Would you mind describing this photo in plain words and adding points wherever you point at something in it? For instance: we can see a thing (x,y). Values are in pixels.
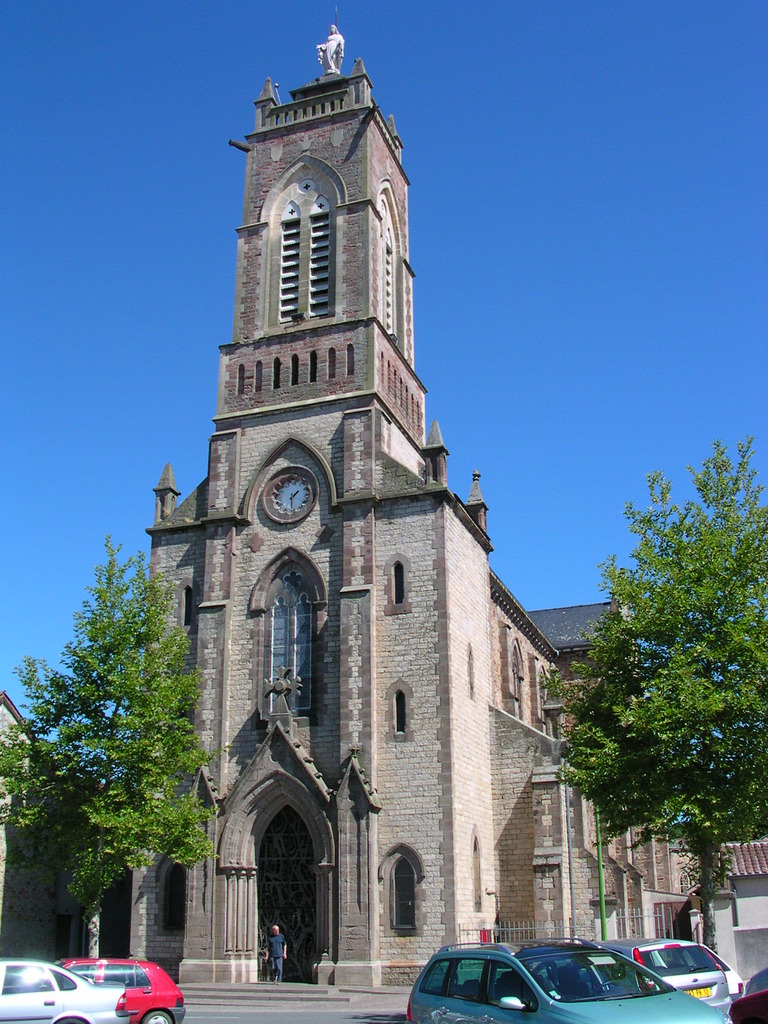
This picture is clicked outside the city. At the bottom of the picture (90,1013), we see the cars (81,1002) are parked on the road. On either side of the picture, there are trees (659,820). In the middle of the picture (355,511), we see a church (412,485). On top of it, we see the statue (340,60). The man (277,936) is standing beside the church (286,962). There are buildings (3,722) in the background (3,736). At the top (588,131), we see the sky (197,271), which is blue in color.
